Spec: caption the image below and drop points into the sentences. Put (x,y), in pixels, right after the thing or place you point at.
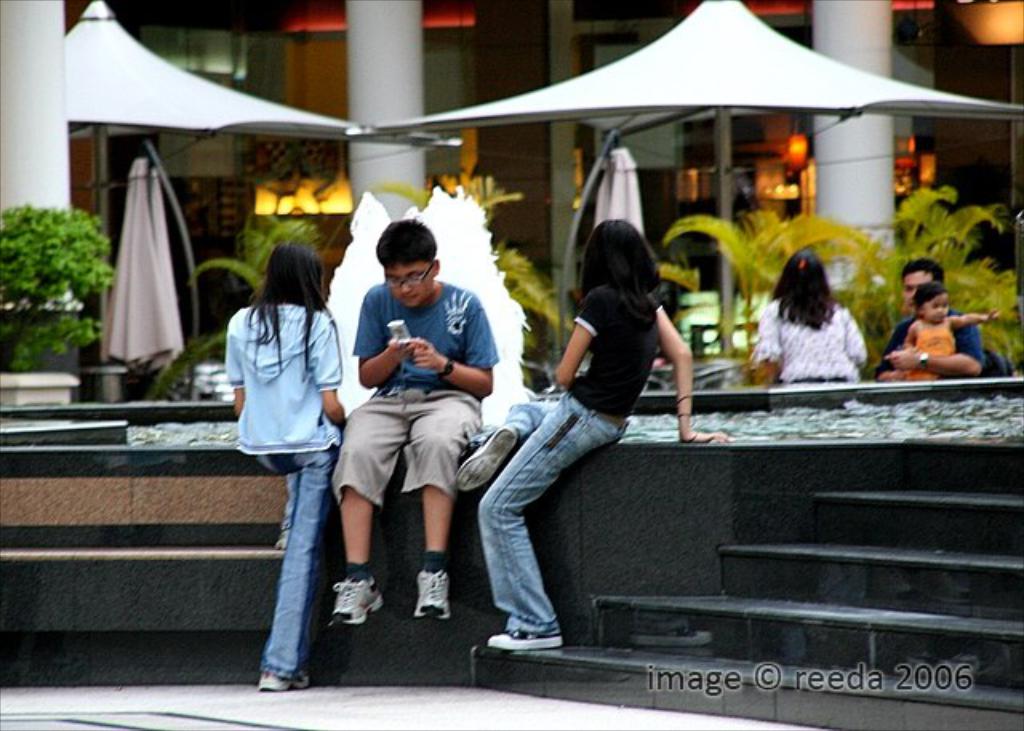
In this image there is a fountain (833,395). Near to the fountain (893,456) there are steps (796,575). There are children (493,449) sitting near to the fountain (368,398). In the center (407,351) there is a boy (413,345) holding a mobile (400,333) in his hand (398,347). Behind the fountain (800,418) there are table umbrellas (506,108). Under them there are tables (694,361) and chairs (707,363). To the right (807,367) there are people (815,336) sitting on the chairs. Behind them there are plants (784,235). In the background (269,2) there is a building (559,34). There are pillars (362,68) and lamps (801,153) to the building (810,158). To the bottom right (714,669) there is text (752,682) on the image.
